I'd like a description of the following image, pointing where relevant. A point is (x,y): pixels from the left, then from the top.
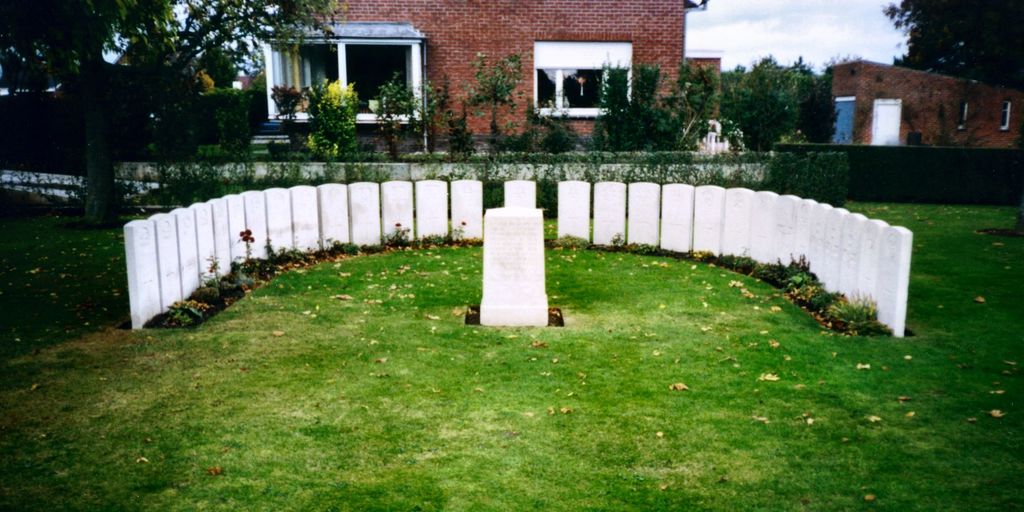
In the foreground of this image (561,261), it seems like tombstones (579,183), grass land (234,424), few plants (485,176) and a tree (106,160) on the left (103,27). In the background (636,130), there are plants (654,118), trees (774,118), few buildings (907,101), sky (900,43) and the cloud (757,48).
